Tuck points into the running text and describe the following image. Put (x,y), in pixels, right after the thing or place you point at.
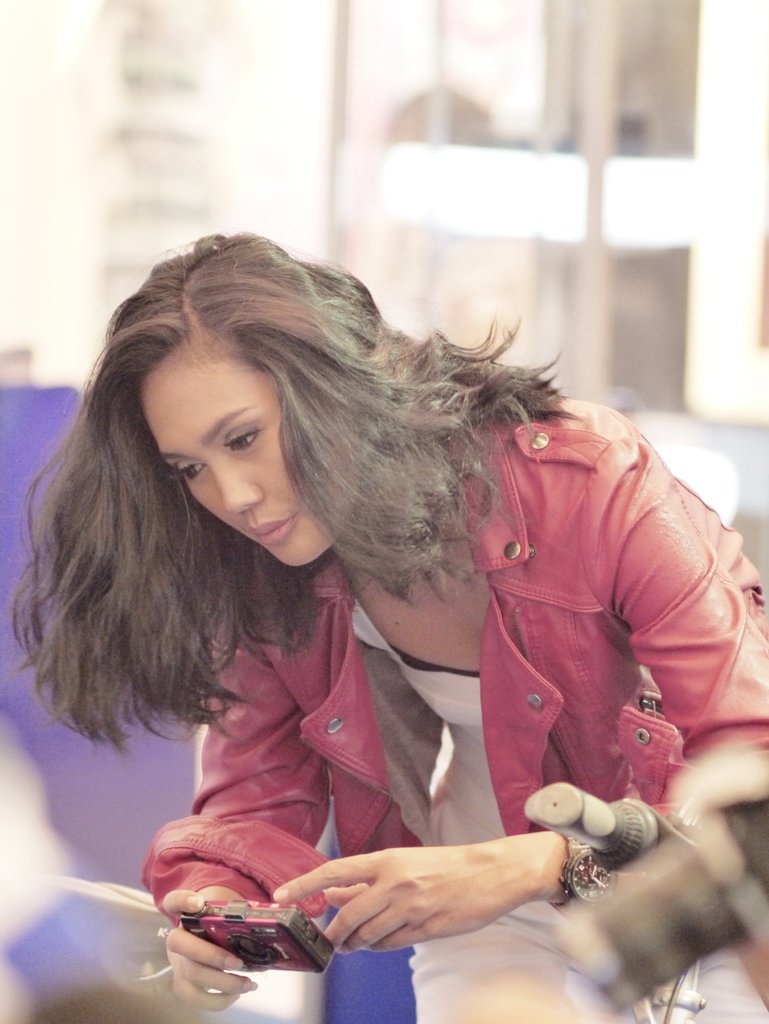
In the center (398,674) we can see one woman (411,614) she is holding camera (264,939).
